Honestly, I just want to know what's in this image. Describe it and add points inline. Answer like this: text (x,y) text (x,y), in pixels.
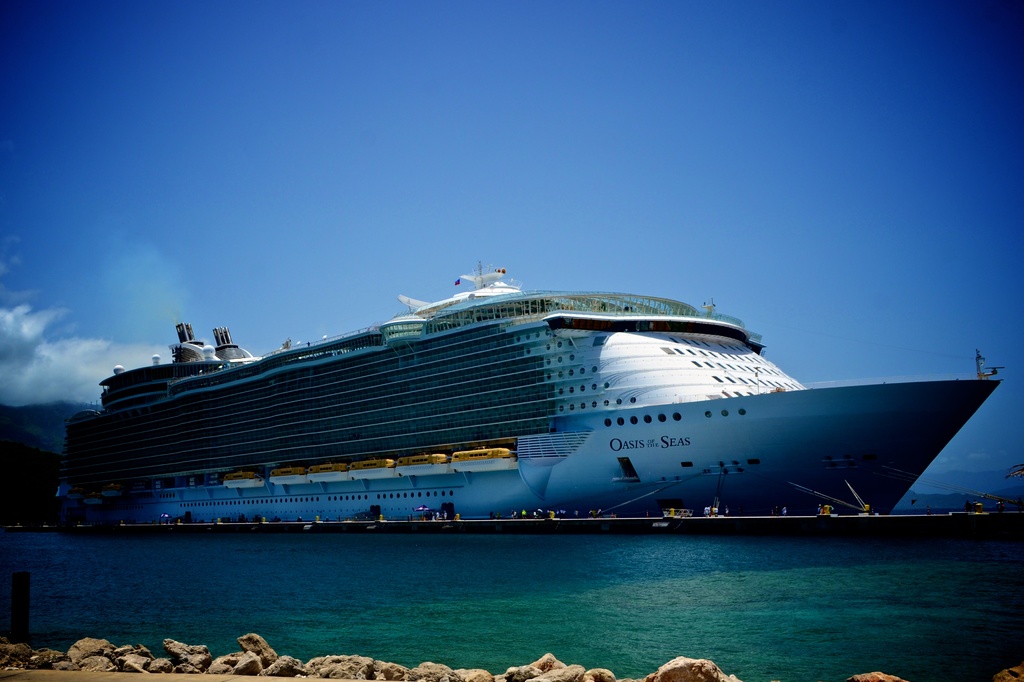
In this image I can see ship (250,406) visible on the water (428,653) and at the bottom I can see some stones (241,662) and at the top (720,95) I can see the sky (442,230).
